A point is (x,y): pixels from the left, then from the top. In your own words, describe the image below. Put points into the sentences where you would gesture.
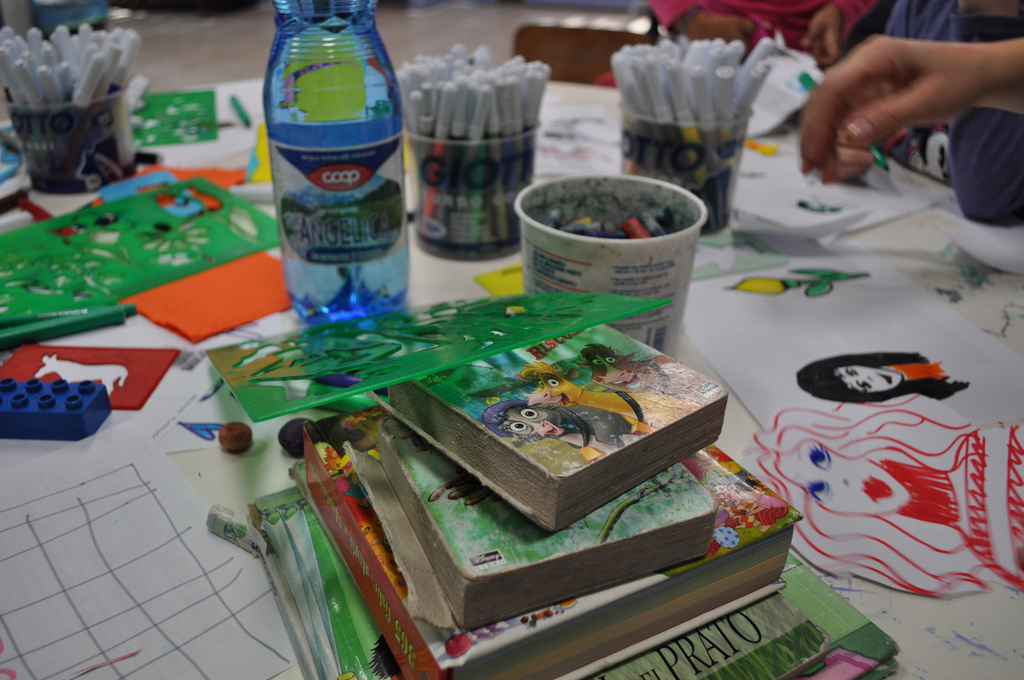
In this image, we can see there are sketch pens (535,125), a bottle (400,229), books (621,546), paintings (786,435) on the charts (780,151) and other objects (171,113) on the table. Beside them, there are persons (1018,70). In the background (582,4), there are other objects (629,10).
